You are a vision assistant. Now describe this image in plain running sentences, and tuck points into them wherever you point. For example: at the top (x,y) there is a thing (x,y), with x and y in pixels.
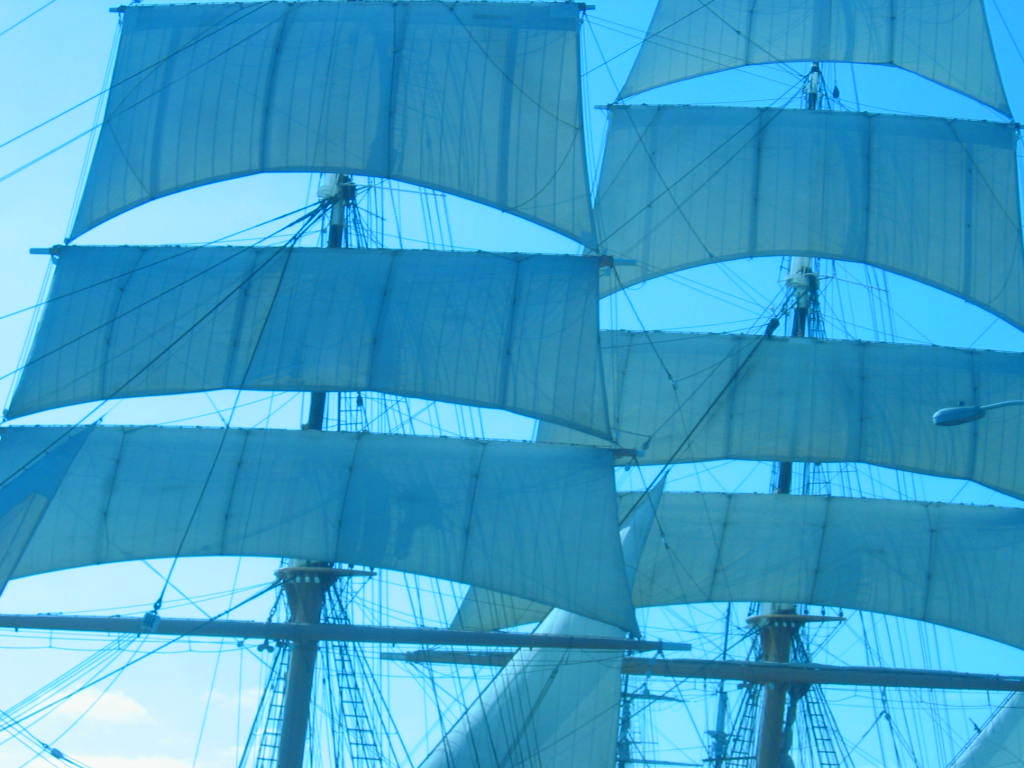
In this image we can see ships (447,98), ship wires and street light (943,420).
